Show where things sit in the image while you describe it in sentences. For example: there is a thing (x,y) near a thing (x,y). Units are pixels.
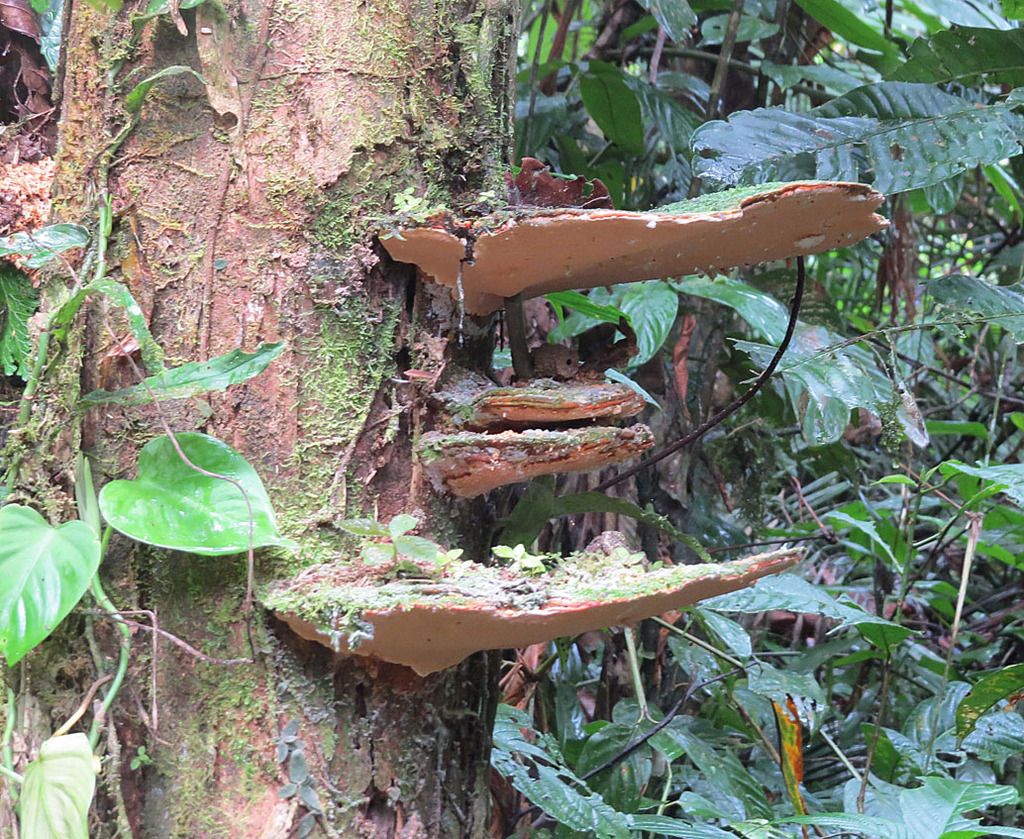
In this image I can see fungus (503,638). It is in brown color. Back I can see trees (899,369).
